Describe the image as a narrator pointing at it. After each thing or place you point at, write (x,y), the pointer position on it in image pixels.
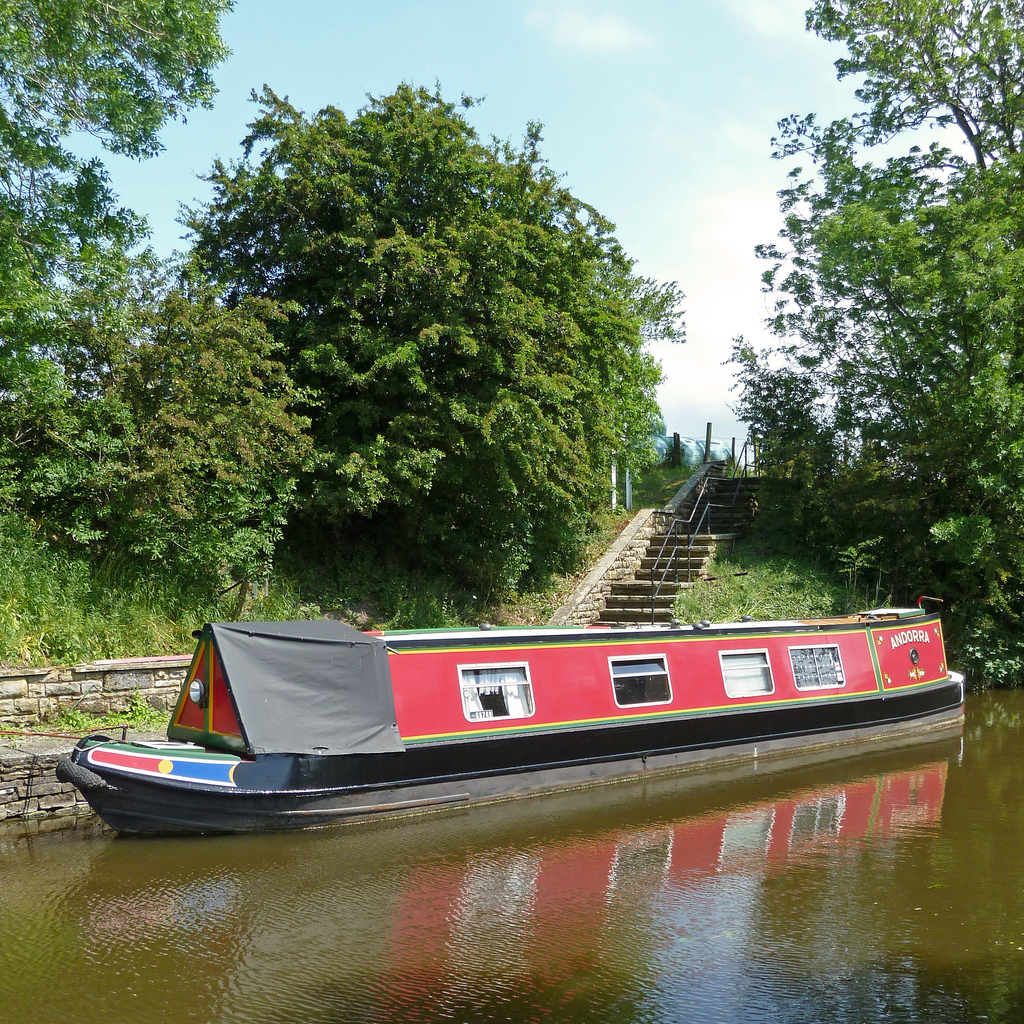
In this picture we can a boat (426,774) here, at the bottom (866,930) there is water (858,948), on the right side (874,475) and left side (234,442) we can see trees (320,383), there are some stairs (679,569) here, we can see the sky (630,46) at the top of the picture (492,39).
